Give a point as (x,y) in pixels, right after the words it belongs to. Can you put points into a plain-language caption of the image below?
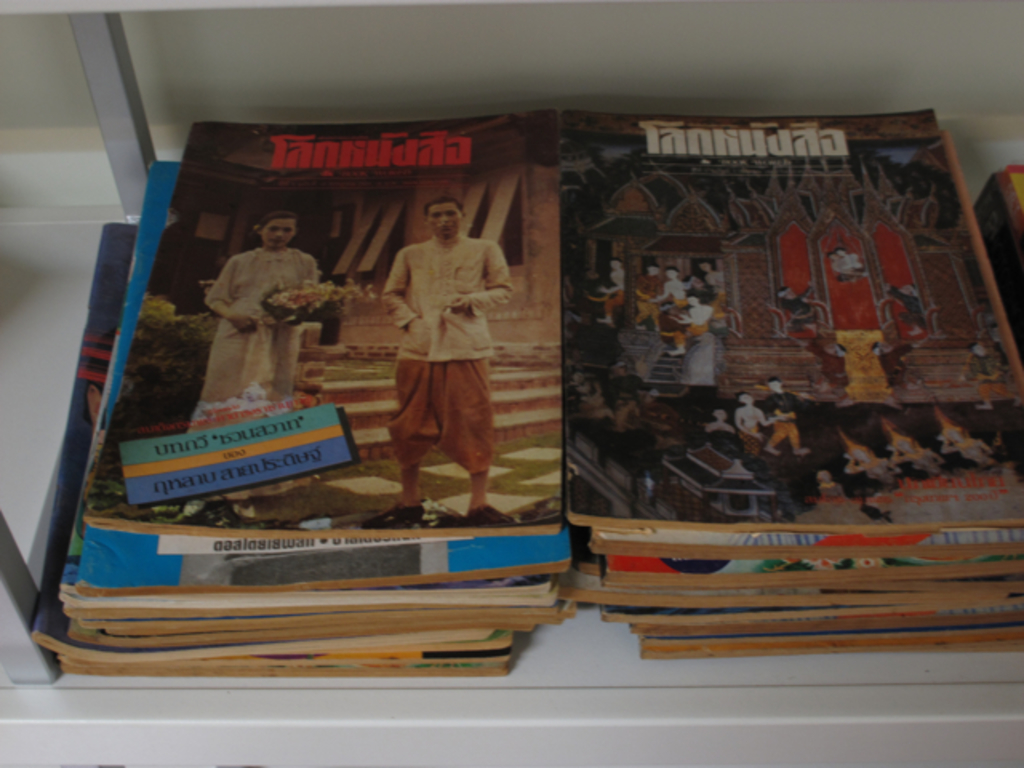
There are many books (435,445) on a white surface (638,702). On the books (412,303) there are images (647,396) of persons (416,297) and something is written.
